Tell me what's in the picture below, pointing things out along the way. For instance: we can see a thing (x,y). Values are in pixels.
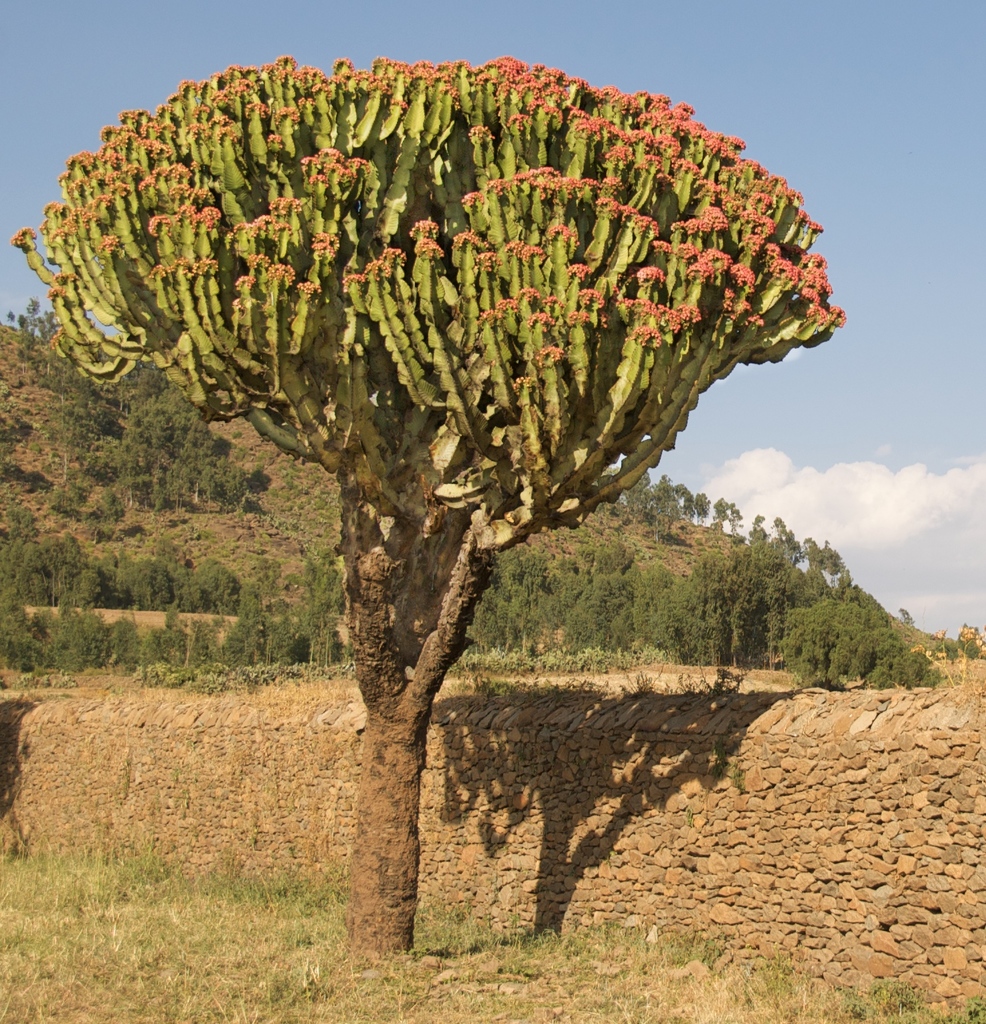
This picture is clicked outside. In the foreground (279,927) we can see the grass (705,955) and a tree (428,313) and we can see the flowers (337,66). In the background (704,437) there is a sky (920,466) and we can see the rocks (693,712), plants (267,559) and hills (150,528).
